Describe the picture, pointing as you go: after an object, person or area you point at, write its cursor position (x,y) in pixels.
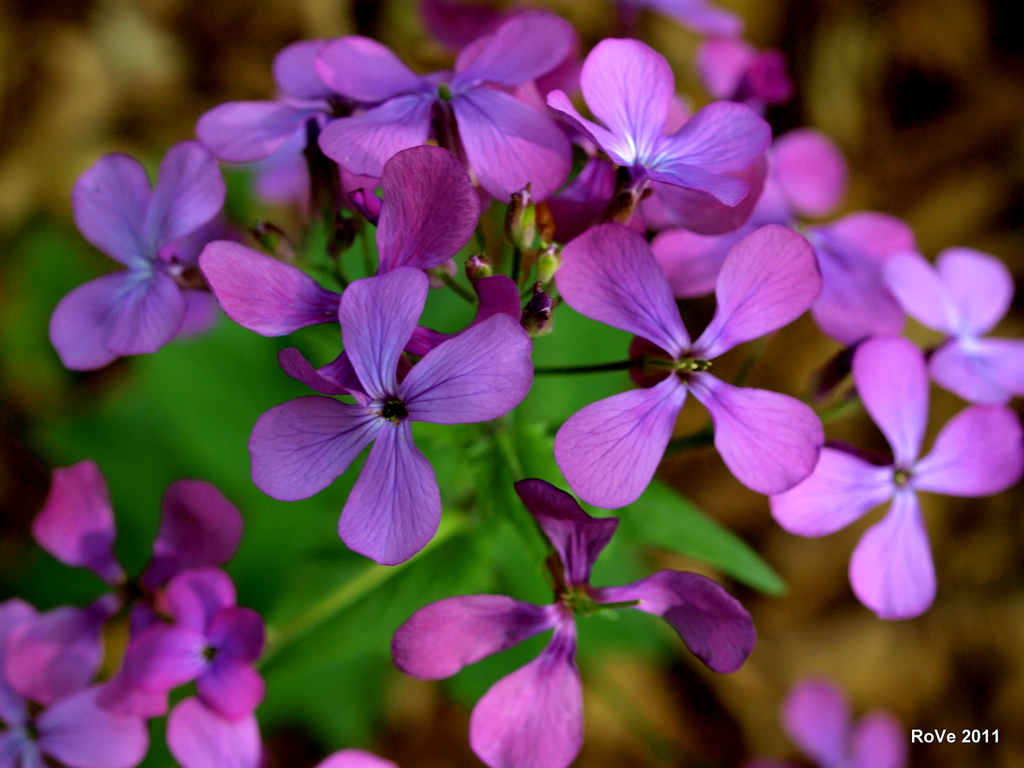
In this picture there are purple color flowers (90,725) and buds (520,223) on the plant (325,219). At the bottom (316,647) image is blurry. At the bottom right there is text (970,736).
